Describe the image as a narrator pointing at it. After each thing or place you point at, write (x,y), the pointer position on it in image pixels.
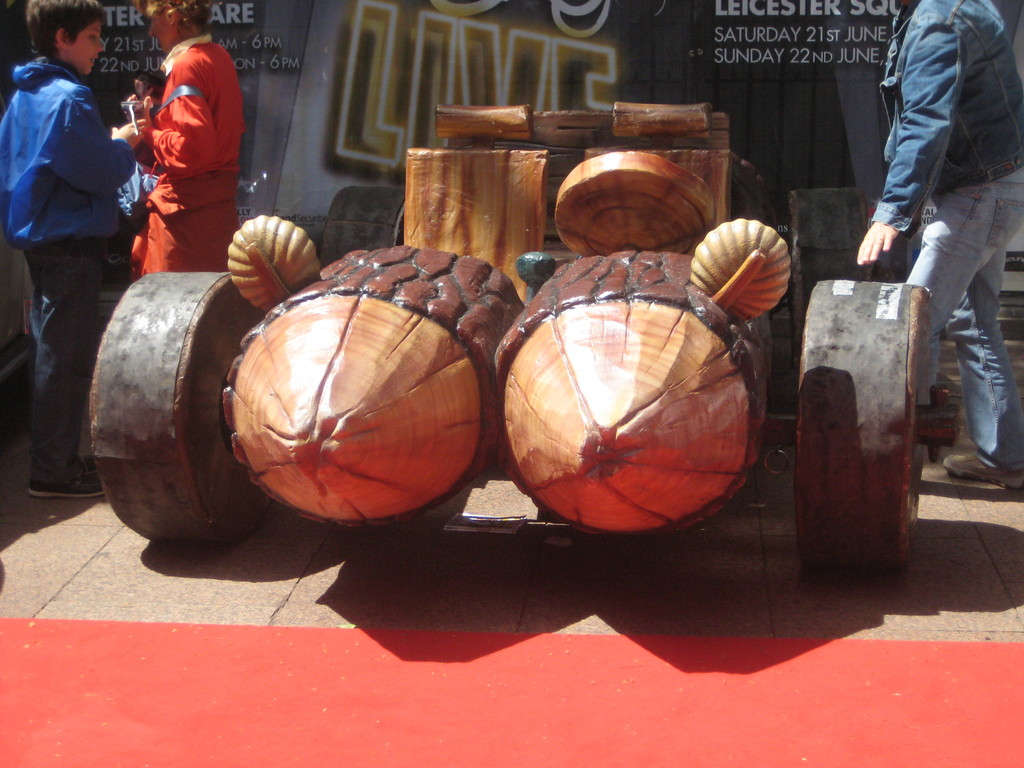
At the bottom of the image (451,688) we can see one red carpet (489,676). In the center of the image (544,314) we can see one vehicle (589,325), which is made by wood (697,115). In the background (788,7), we can see banners (678,80), wooden objects (685,106), three persons (886,182) are standing and a few other objects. Among them, we can see two persons (54,178) are holding some objects (126,207) and two persons (99,198) are wearing jackets (963,143). On the banners (797,87), we can see some text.
